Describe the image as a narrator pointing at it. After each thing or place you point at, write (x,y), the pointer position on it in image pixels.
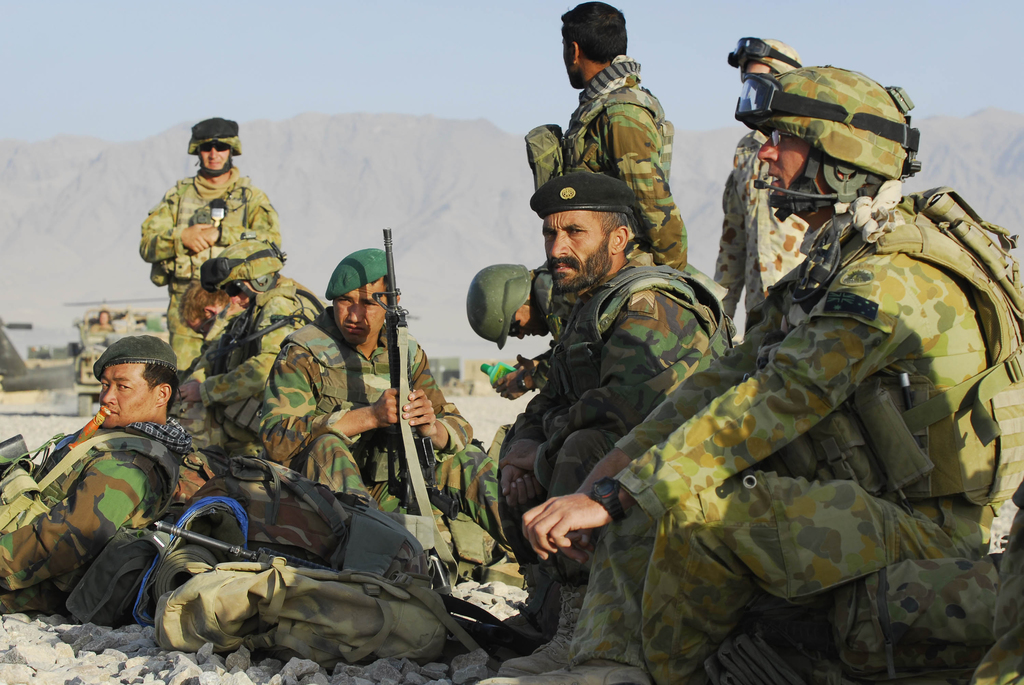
In this image we can see a group of people (969,412) wearing military uniforms (592,368), some persons (846,136) are wearing helmets (855,146). One person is holding a bottle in his hands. One person (411,414) is holding a gun (424,472) in his hands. In the foreground (363,647) we can see some bags (263,605) and gun (273,556) placed on the surface (138,662). In the background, we can see a person (114,328) on a vehicle (94,341) parked on the ground (67,413), mountains (434,208) and the sky (203,50).
